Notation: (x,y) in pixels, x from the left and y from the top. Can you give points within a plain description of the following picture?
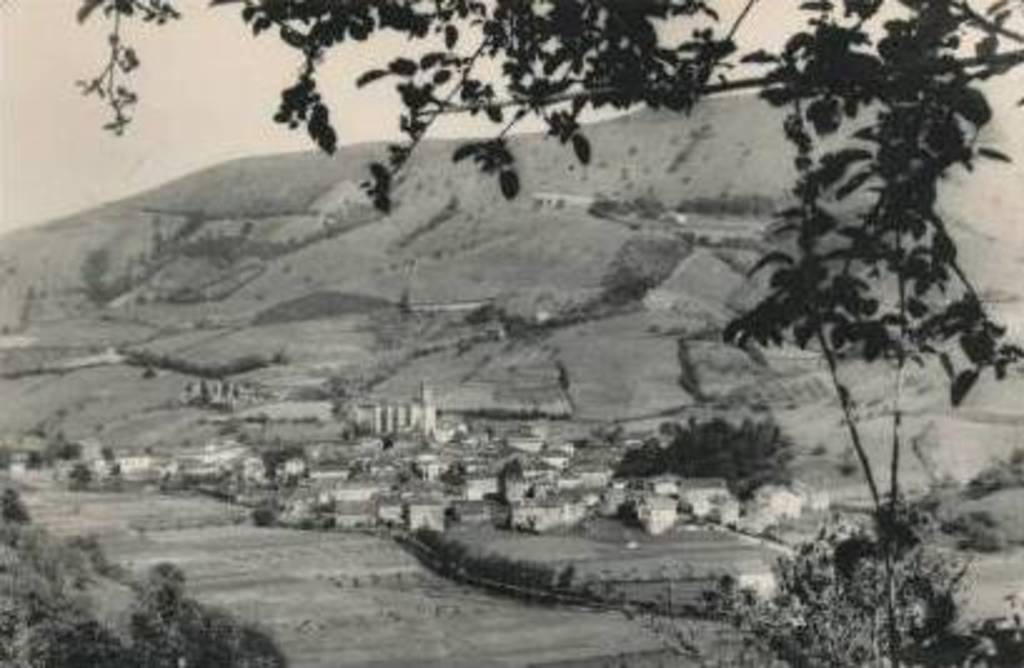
This image is slightly blurred which is in black and white where we can see trees (184,661), farmlands (343,553), houses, hills (197,236) and the sky (161,39) in the background (497,91).
